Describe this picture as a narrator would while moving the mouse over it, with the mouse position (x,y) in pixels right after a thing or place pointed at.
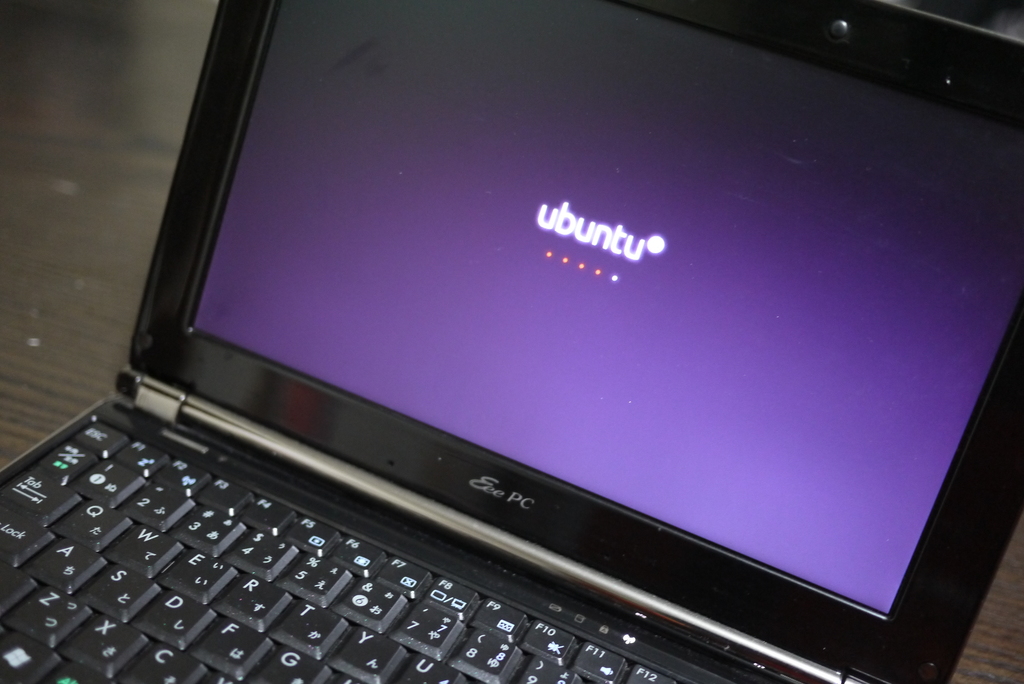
This image consists of a laptop (676,264) in black color is kept on a table (67,201).
